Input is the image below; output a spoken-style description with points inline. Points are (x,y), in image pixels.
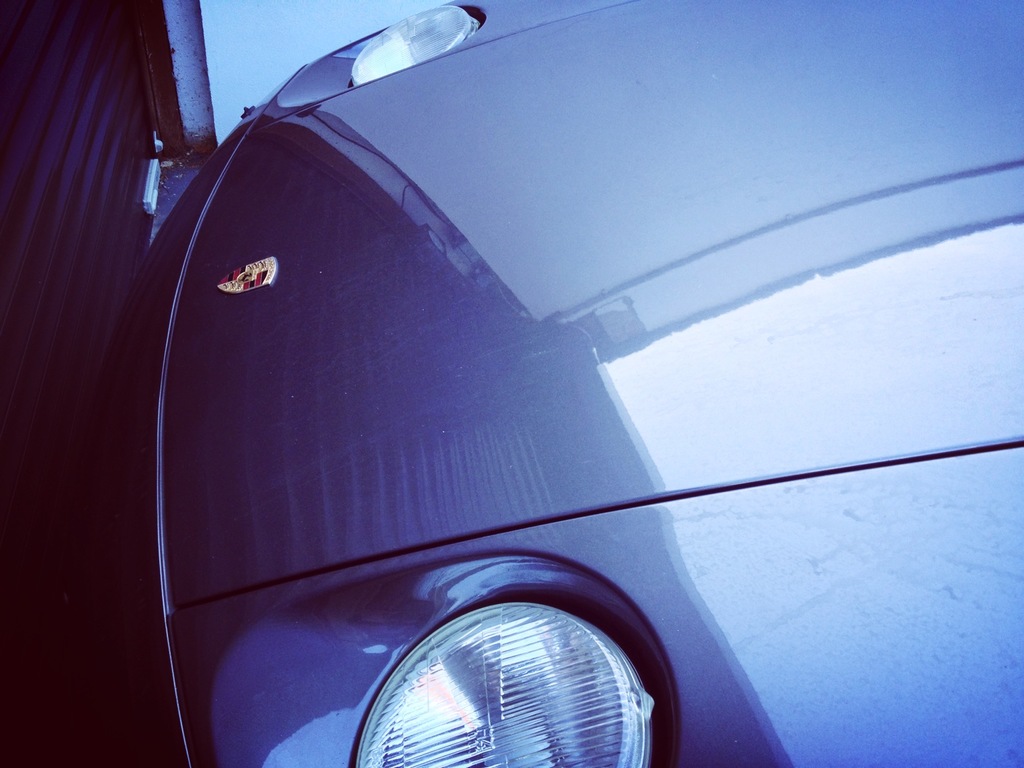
In this picture we can see a vehicle (739,766) on the ground (184,167), shutter (144,163), wall (330,46).
